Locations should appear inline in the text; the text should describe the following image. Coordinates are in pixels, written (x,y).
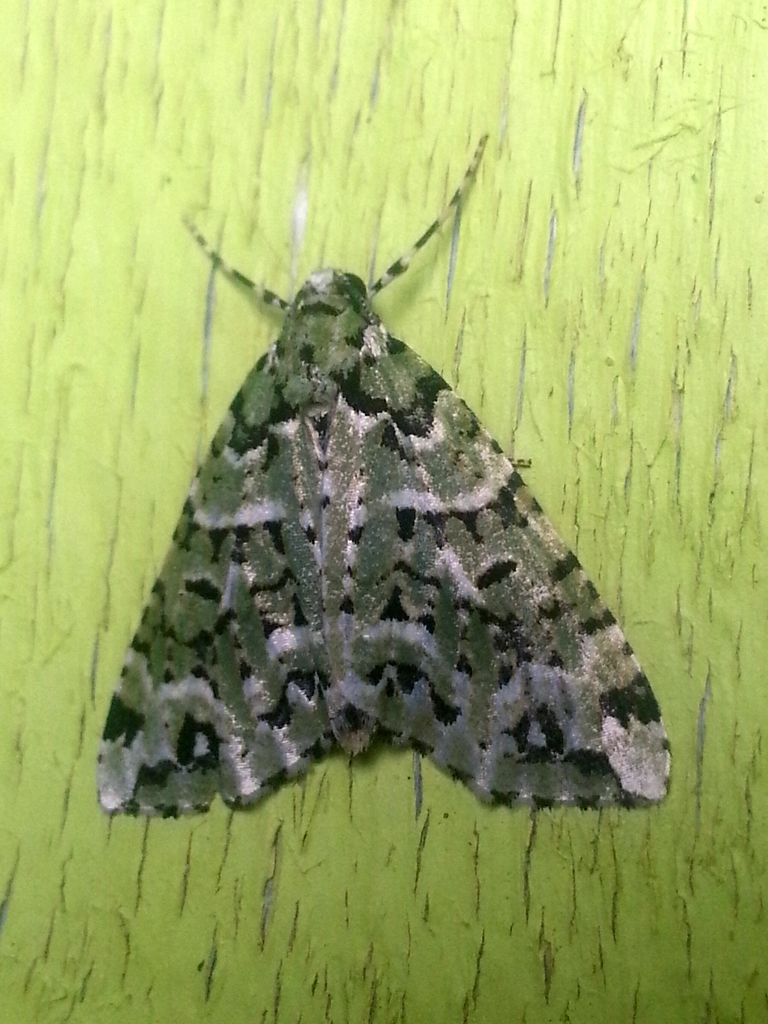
In this picture there is an insect (484,442) on the light green background.
